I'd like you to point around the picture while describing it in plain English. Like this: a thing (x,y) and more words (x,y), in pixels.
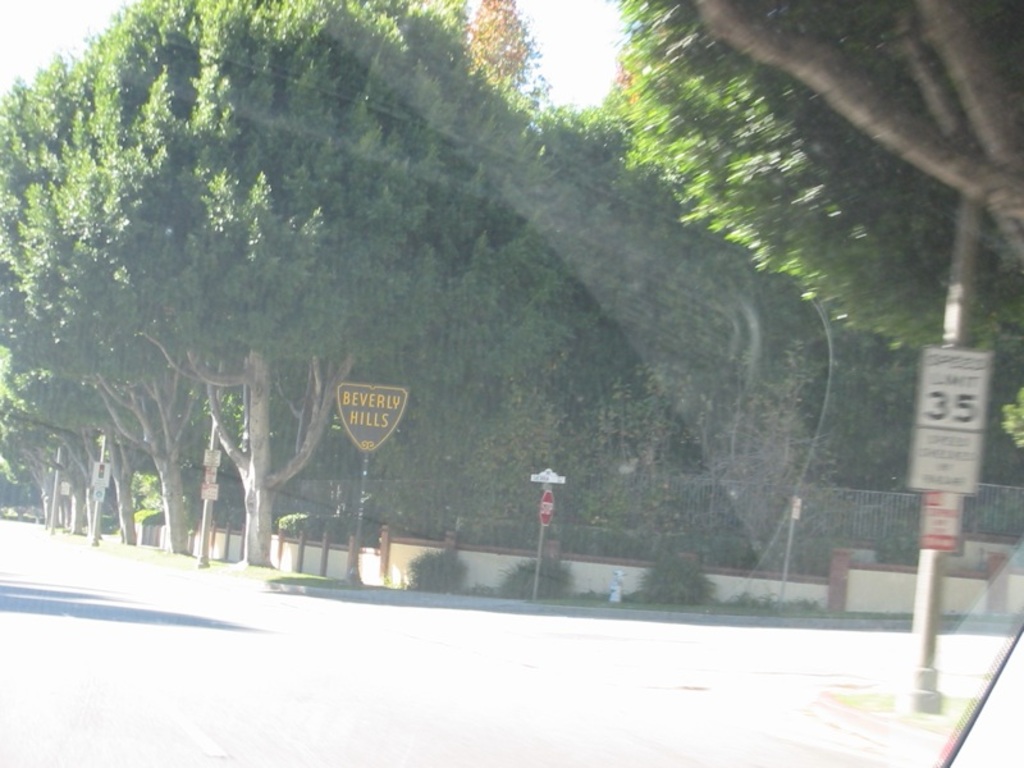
In this image we can see few trees (165,171), a board (359,409), stop board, iron pole (917,592) with a board (944,413) attached to it and a road (21,655).
